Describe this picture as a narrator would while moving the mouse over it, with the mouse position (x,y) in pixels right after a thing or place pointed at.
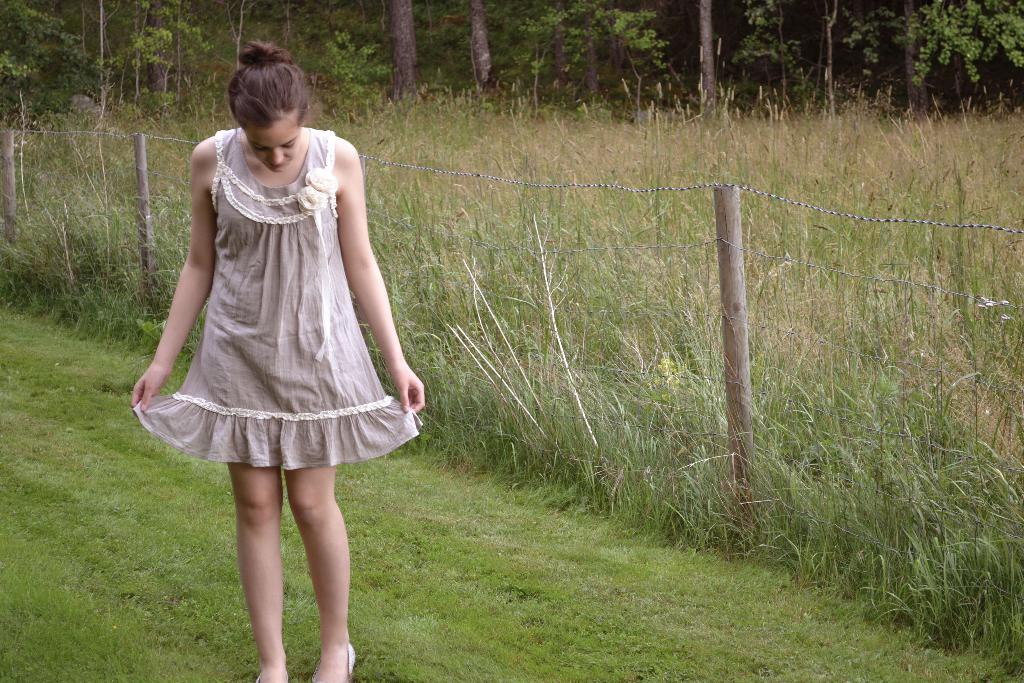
In this picture I can see a woman (321,353) standing I can see few plants (782,213) and trees (588,51) and a rope fence (659,276).
